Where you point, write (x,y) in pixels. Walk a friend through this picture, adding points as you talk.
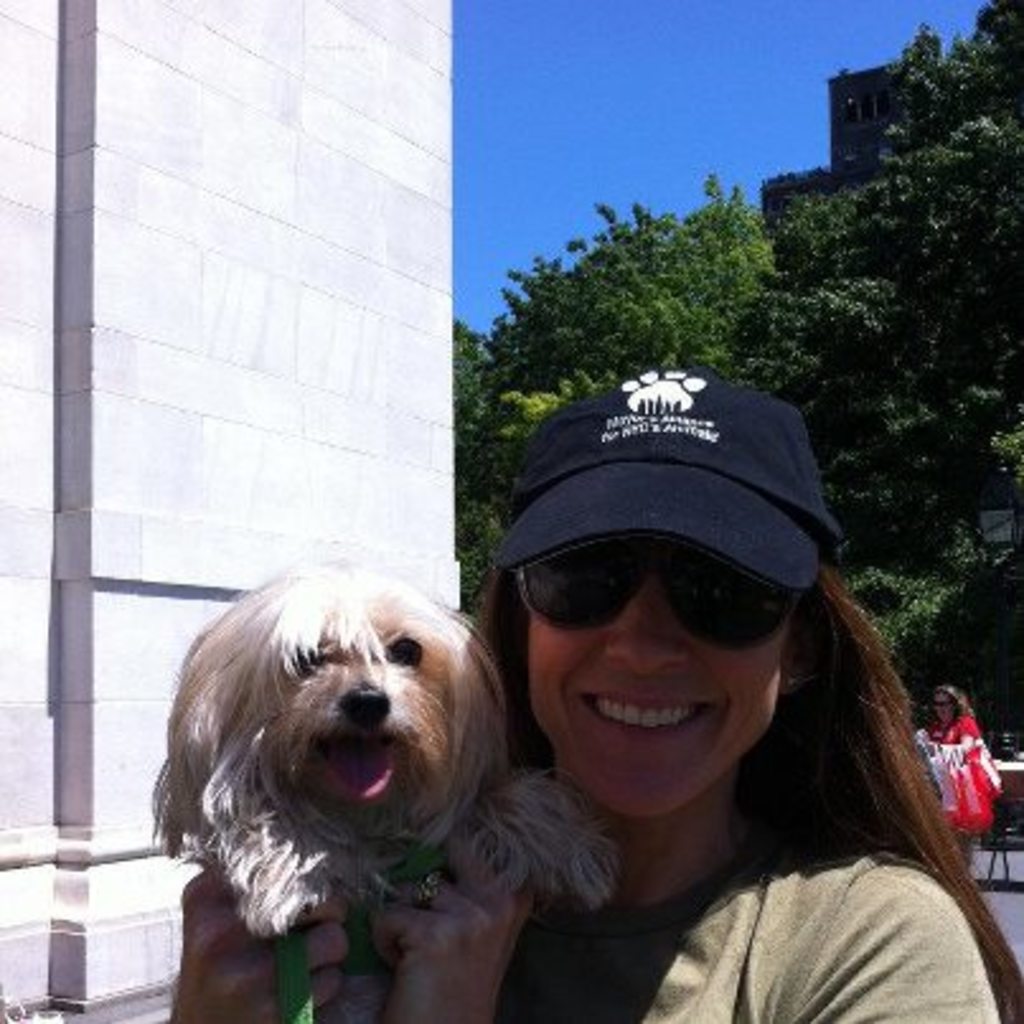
In this image I can see a woman (543,693) and a dog (278,635). At the back side (515,353) there are trees (872,192) and a building (189,243).
